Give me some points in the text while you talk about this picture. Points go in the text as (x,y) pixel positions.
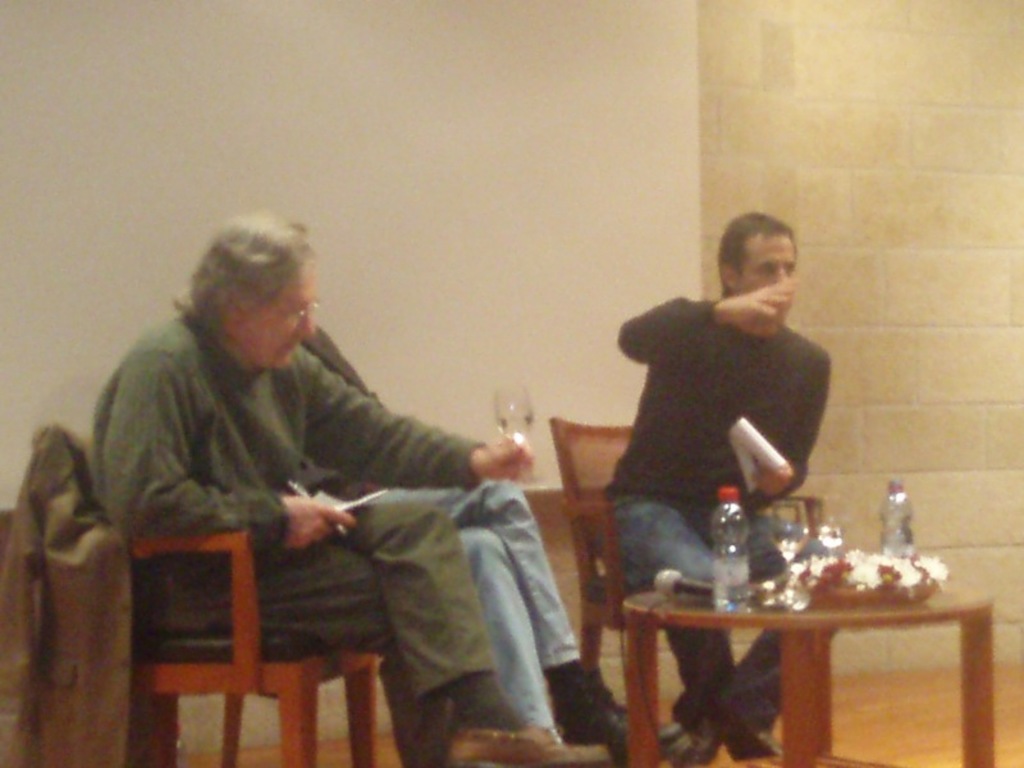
In the picture we can see three men (268,611) are sitting in the chairs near the table (802,724), one man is holding a paper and a pen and one man (724,662) is holding a book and on the table (819,715), we can see two water bottles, some glasses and flowers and in the background (858,287) we can see a wall (537,8).
